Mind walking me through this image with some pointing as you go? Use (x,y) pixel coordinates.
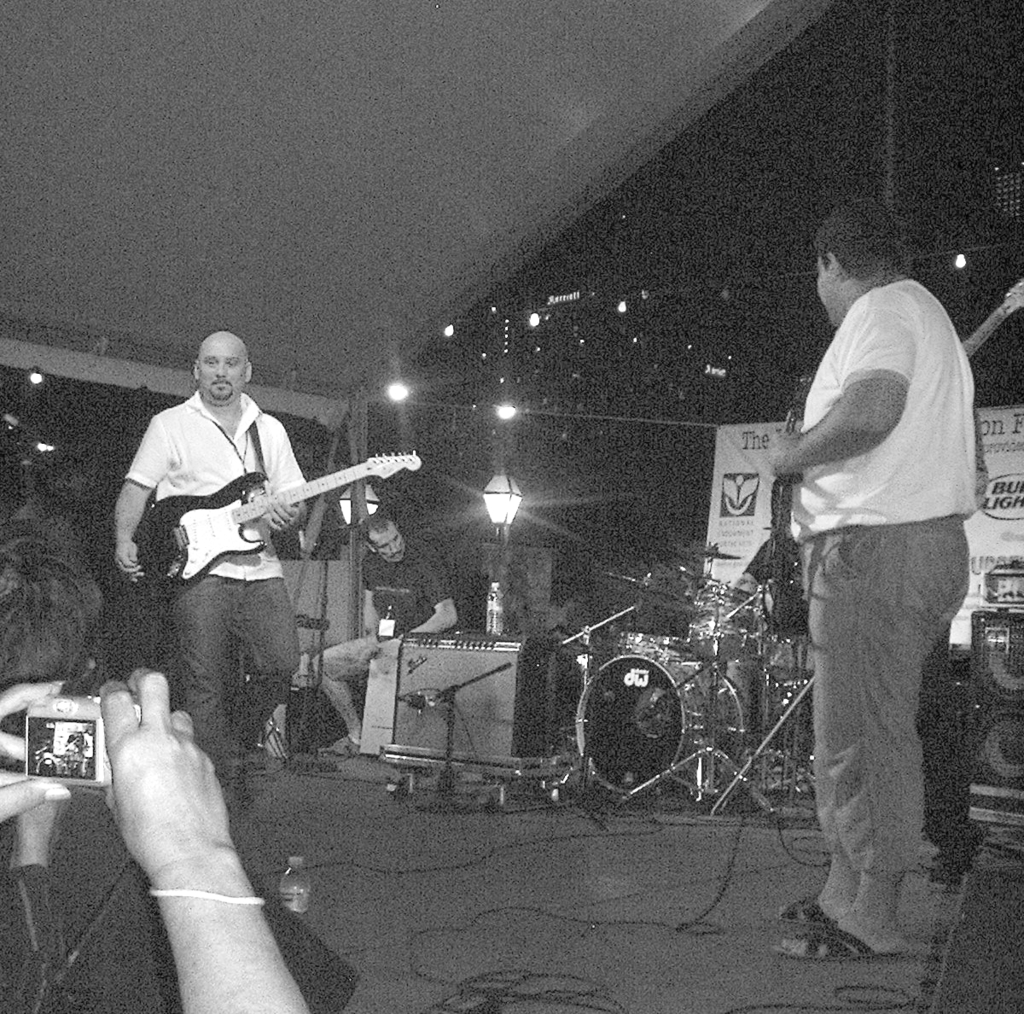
There are three men (403,585) on the stage (111,823). The men (928,432) in the right corner (890,452) is wearing white t-shirt (903,444) and standing. And the men (181,474) with the white t-shirt (277,570) is standing and playing guitar (178,511). On the stage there are many musical instruments (666,662). In the background (726,499) there is a poster (726,486) and a lamp (496,486). To the bottom left corner (181,861) there is a person (123,807) taking a picture in the camera (54,742).
